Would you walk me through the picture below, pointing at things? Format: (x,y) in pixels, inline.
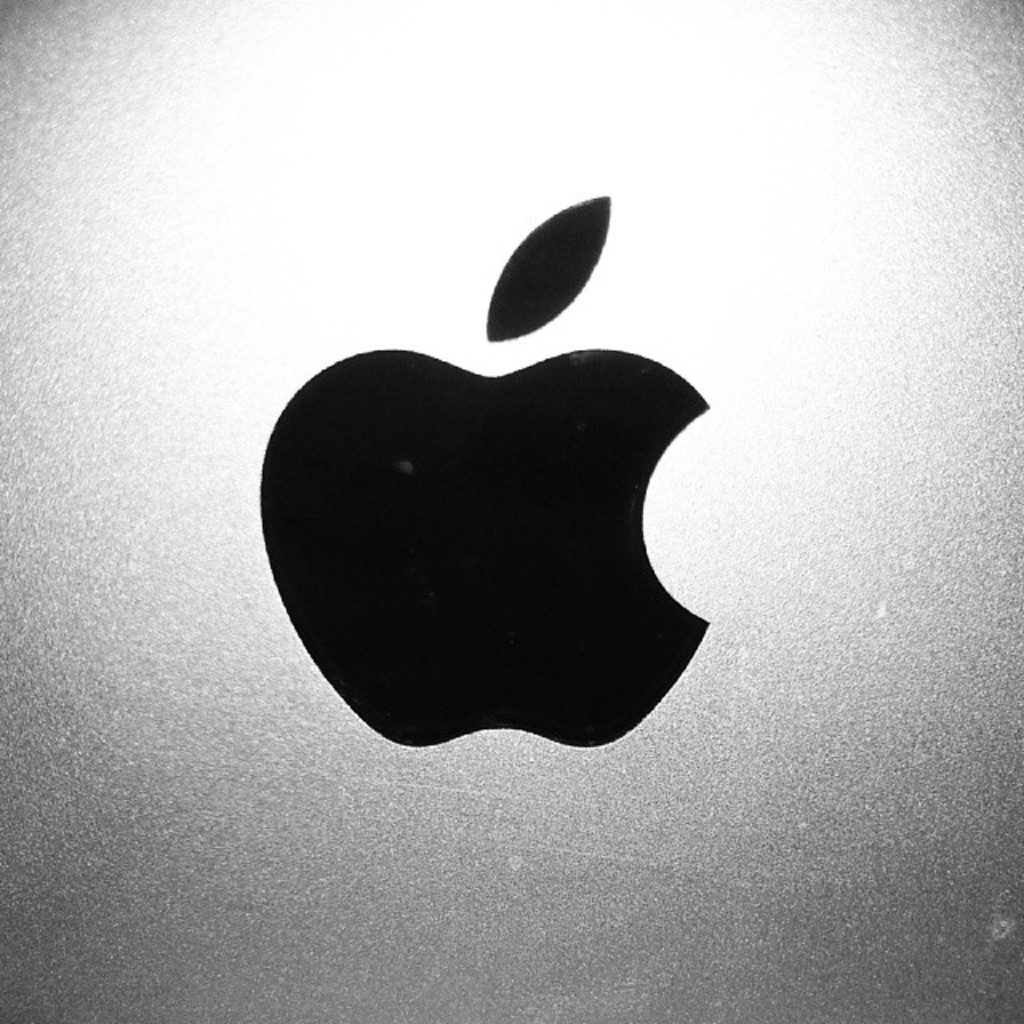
In this image we can see a logo (561,622).
